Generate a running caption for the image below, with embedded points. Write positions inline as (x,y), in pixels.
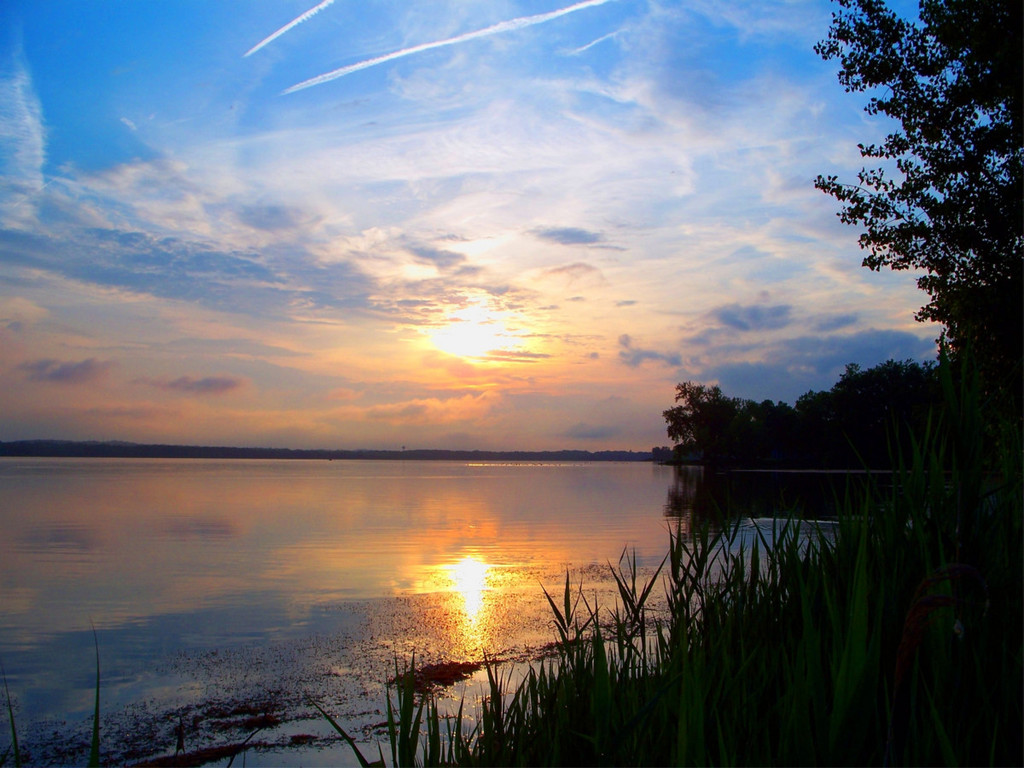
In this image there is a river (459,615), in the background (107,420) there is the sky (104,390) and sun (457,354), in the right side (742,649) there are trees (917,393) and plants (908,625).
